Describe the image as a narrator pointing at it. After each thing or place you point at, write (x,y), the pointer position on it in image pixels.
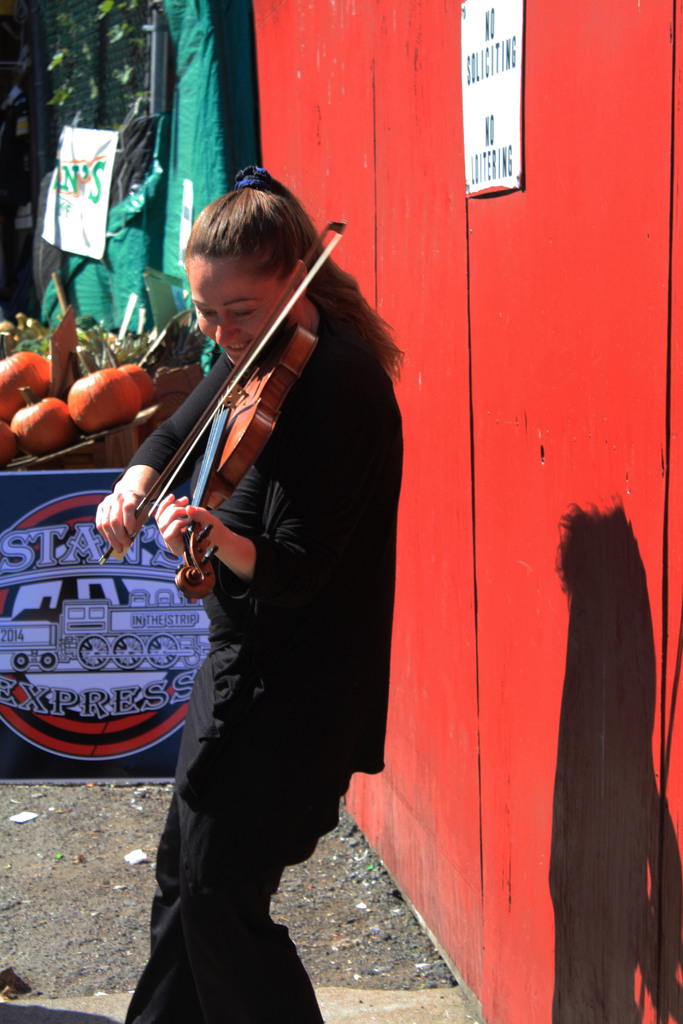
In front of the image there is a woman (178,532) playing a violin (218,463). Behind the woman (317,494) there is a display board (473,104) with some text (473,81) on it on the wall (410,245), behind the woman (292,494) there are pumpkins (92,400) and some other objects (88,348) on the platform (18,456), behind that there is a cloth (163,193) and a display board (102,158) on the fence (101,97), behind the fence (100,80) there are trees (85,80).
